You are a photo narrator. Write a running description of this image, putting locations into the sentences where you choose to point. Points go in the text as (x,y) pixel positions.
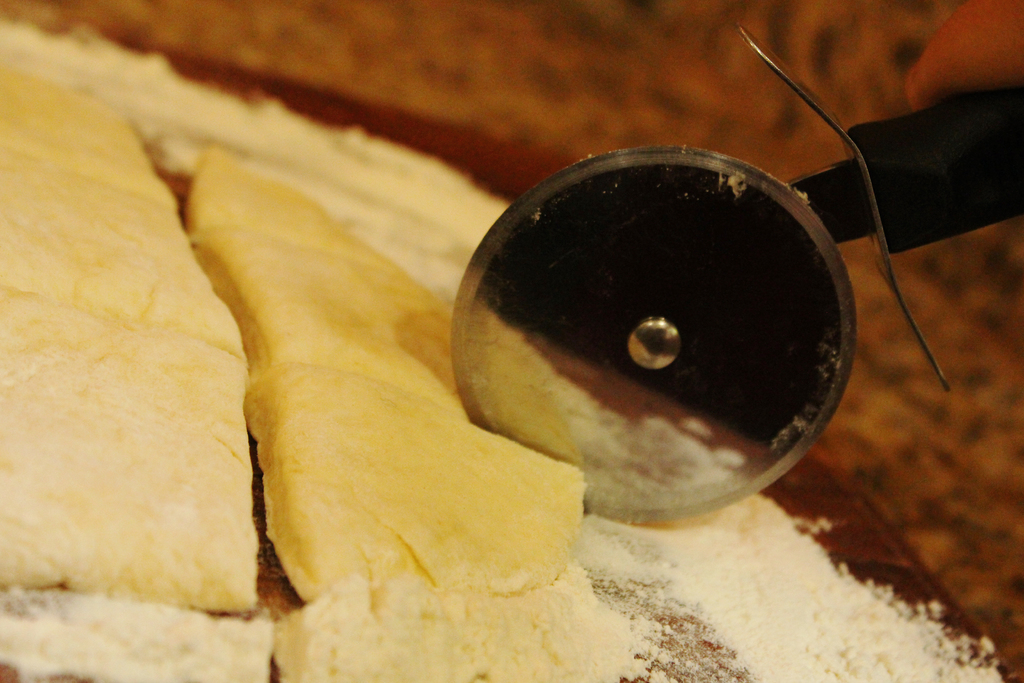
In this picture I can observe pizza cutter (729,335). There is some food (331,295) placed on the table (164,144). This food (115,321) is in yellow color. The background (677,107) is blurred.
